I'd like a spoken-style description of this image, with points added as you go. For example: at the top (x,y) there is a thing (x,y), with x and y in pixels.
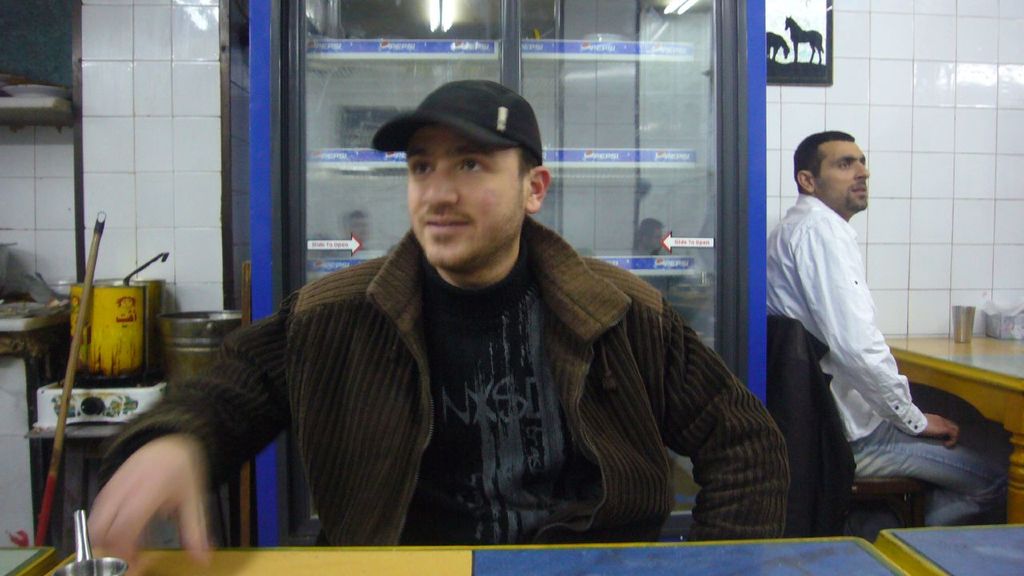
In the picture we can see a man (211,381) sitting in the chair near the table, a man (665,391) is wearing a jacket (691,386) and a cap (470,119) which is black in color and just beside to him we can see another man (904,442) sitting on the chair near the table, on it we can see some glass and into the wall (1020,249) we can see a tiles (115,238) which are white in color with a photo frame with some painting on it, and beside to the man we can see a refrigerator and beside to it we can see a stove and some yellow color box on it.
